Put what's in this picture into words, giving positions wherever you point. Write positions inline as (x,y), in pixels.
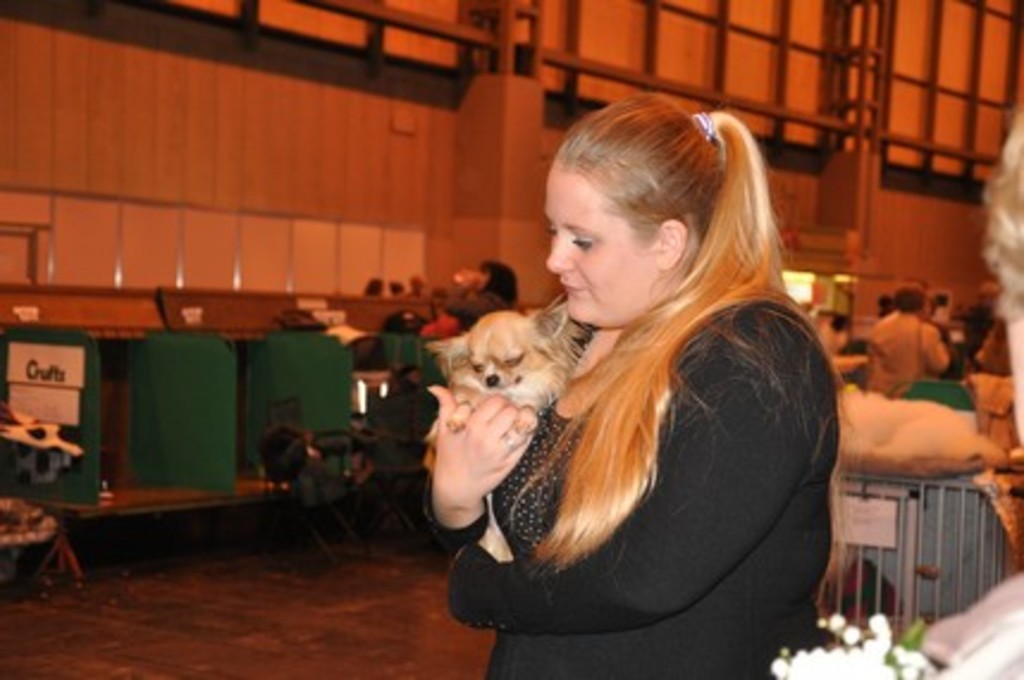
In this picture, there is a woman (588,418) towards the right (773,378). She is holding a dog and she is wearing black clothes (587,575). In the background (890,331), there are people (901,338). On the top (280,78), there are rods (373,41) and a wall (491,164).
